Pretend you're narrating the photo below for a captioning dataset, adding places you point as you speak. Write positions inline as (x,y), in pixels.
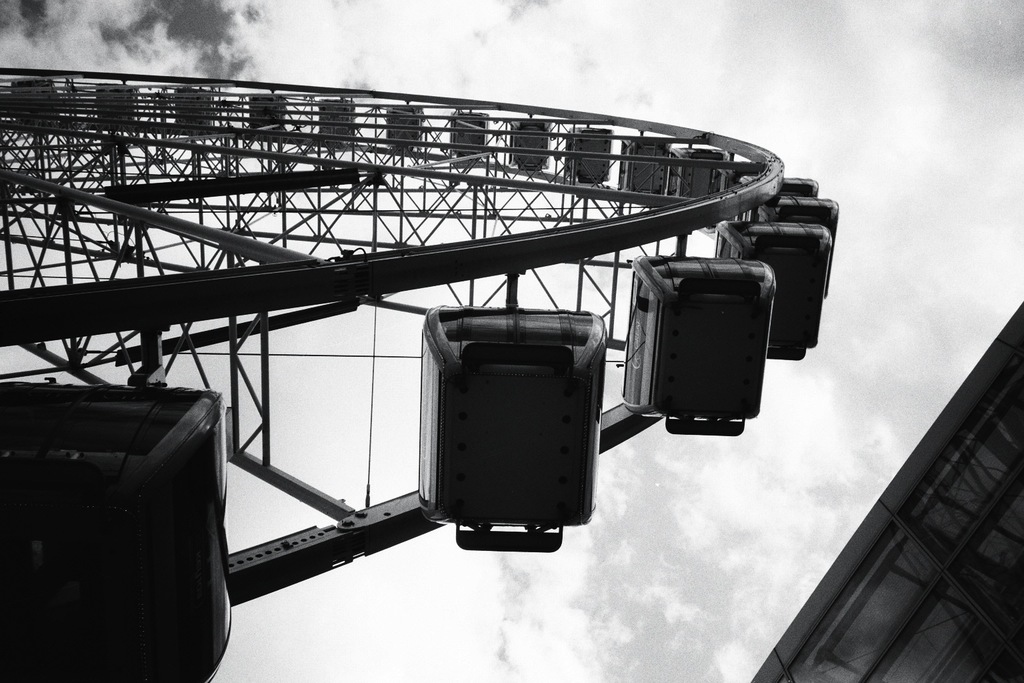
This picture is a black and white image. There is one round object (312,490) looks like a giant wheel (132,555), one object (881,553) on the right side of the image (896,641) and there is the cloudy sky (759,658) in the background (125,11).
